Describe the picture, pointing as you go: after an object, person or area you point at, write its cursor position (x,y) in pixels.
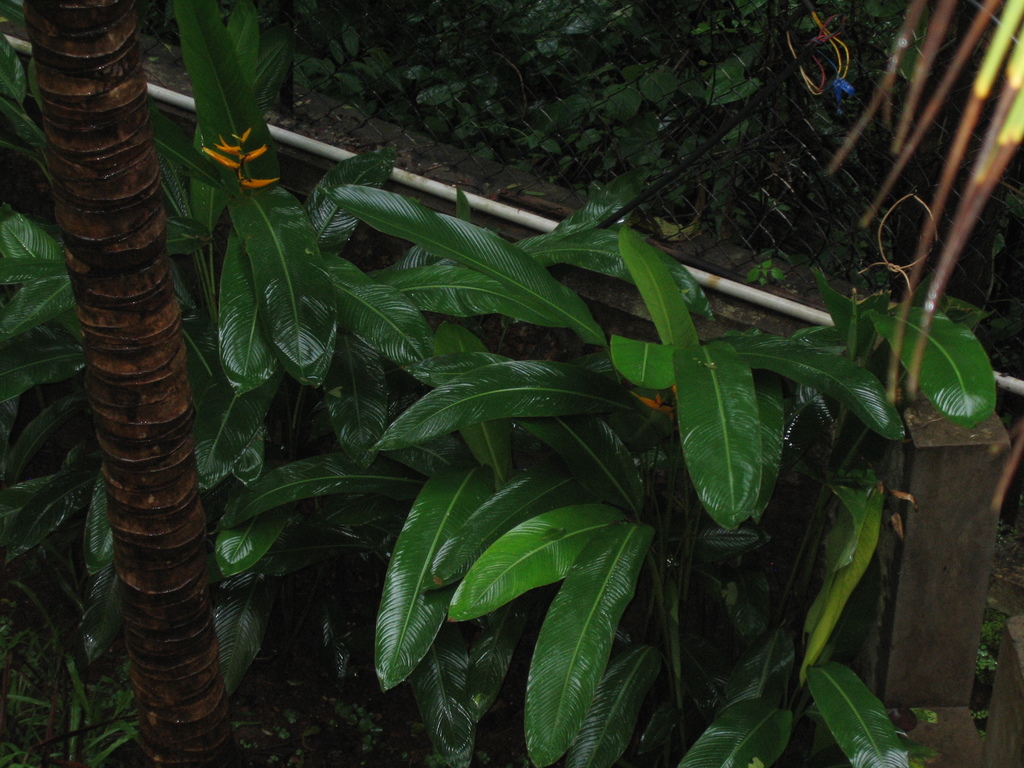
In this image, there are a few plants (460,416). We can see the trunk (153,708) of a tree (171,749) and a white colored object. We can also see some objects (957,759) on the right (985,430). We can see the fence (714,242).
